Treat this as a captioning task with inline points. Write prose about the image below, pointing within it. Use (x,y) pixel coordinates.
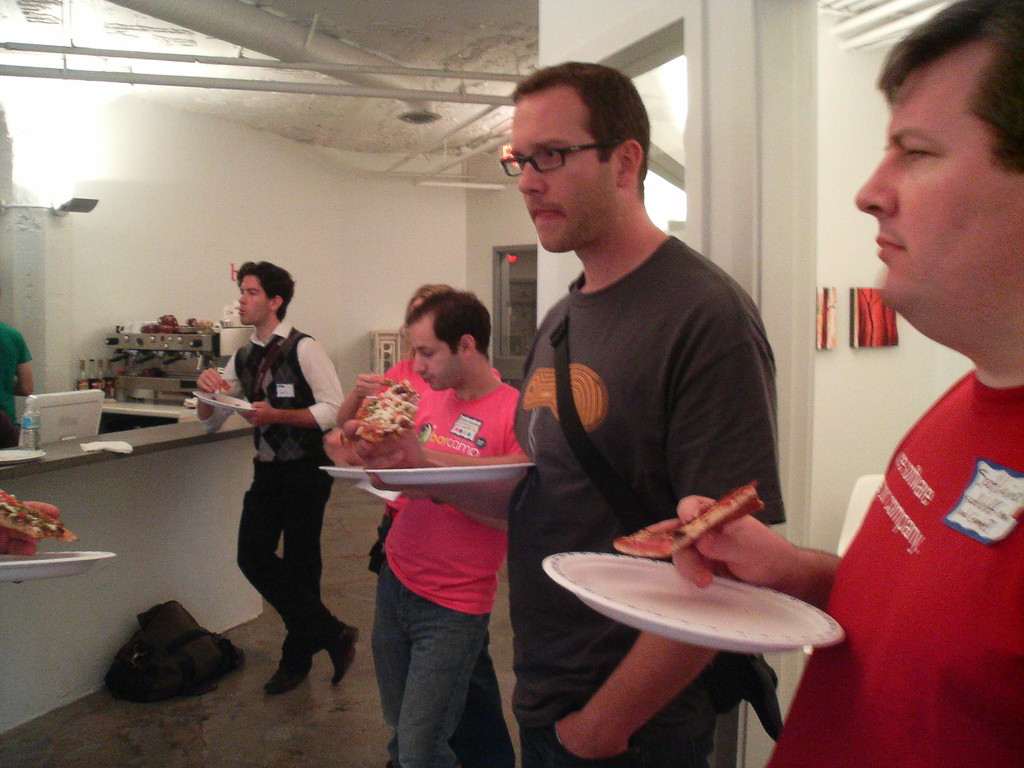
In this image we can see some people (241,367) in a room (199,434) and among them few people (572,660) are holding plates (738,636) and eating food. There is a bag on the floor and we can see some objects (134,367) on the left side of the image (149,378).
